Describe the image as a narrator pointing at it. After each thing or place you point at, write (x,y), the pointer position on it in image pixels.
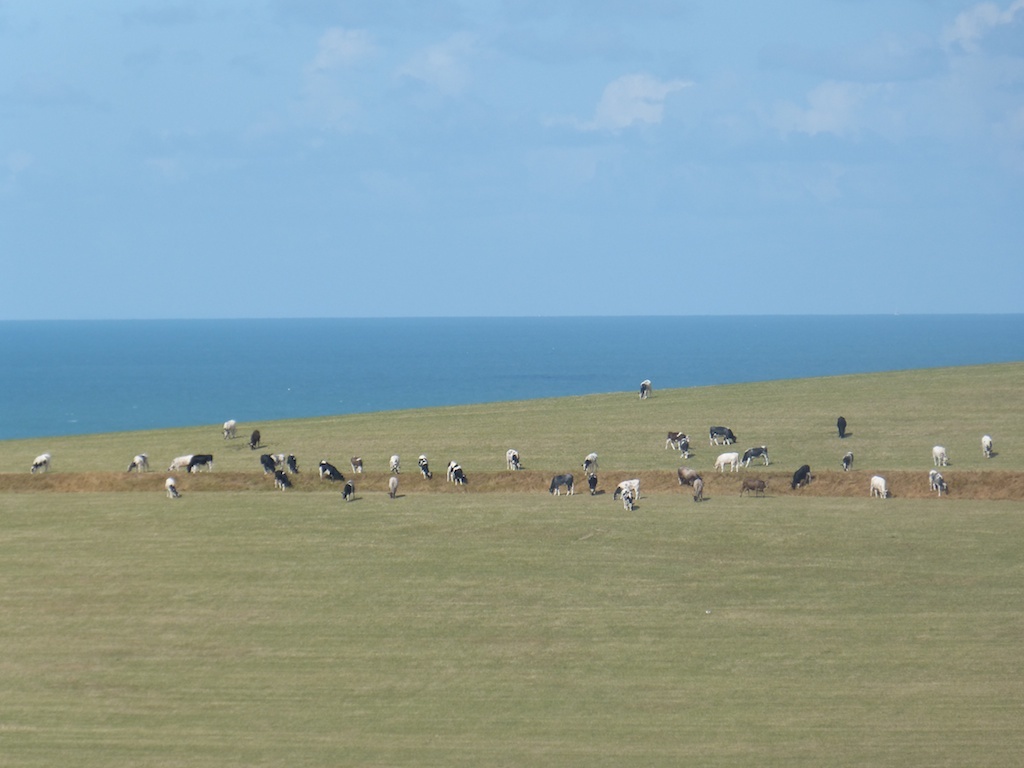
There is an open land (409,449) beside the sea (203,379) and many animals (42,463) are grazing the grass (829,426) in the open land (213,584).
